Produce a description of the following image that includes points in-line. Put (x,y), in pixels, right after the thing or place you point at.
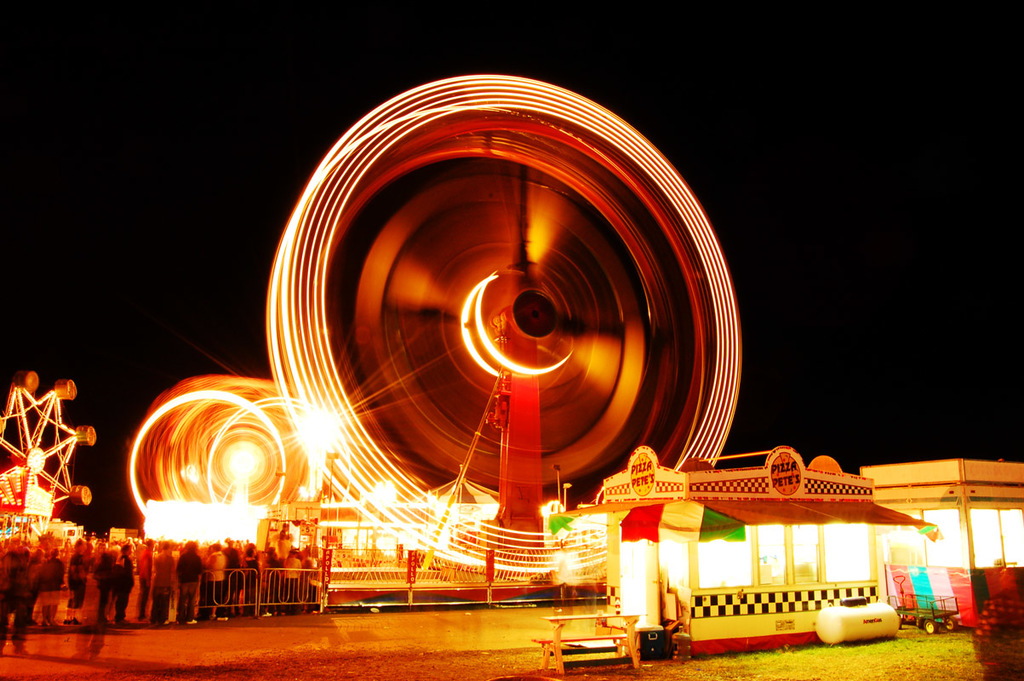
On the left side (156,569), we see people (51,558) standing. Beside them, we see a railing (292,595). On the left side (82,428), we see a giant wheel (36,474). On the right side (842,514), we see stalls (690,577) and a wooden bench (584,638). In the middle of the picture (415,441), we see zipper rides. In the background (42,356), it is black in color. This picture might be clicked in the park (292,632).
